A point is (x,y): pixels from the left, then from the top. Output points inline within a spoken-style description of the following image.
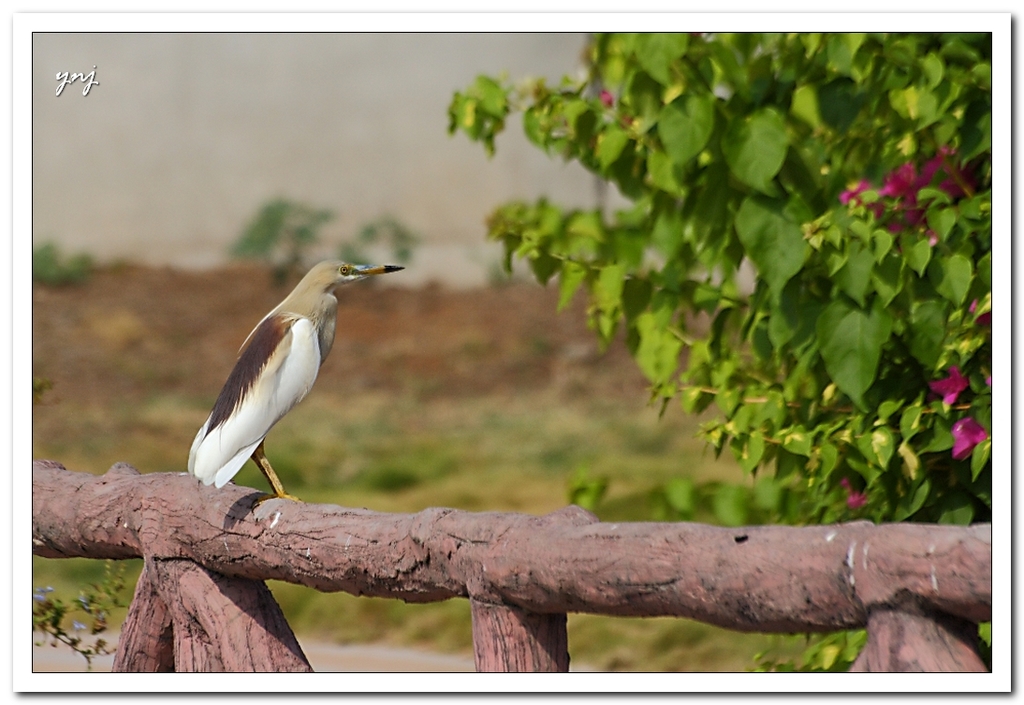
In this picture there is a bird (208,460) who is standing on this wood (260,553). On the right (789,372) I can see the flowers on the plant (917,218). In the background (484,334) I can see the trees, ground (512,334) and grass (410,435). At the top (456,63) I can see the wall (319,78). In the top left corner (59,69) there is a watermark (88,71).
